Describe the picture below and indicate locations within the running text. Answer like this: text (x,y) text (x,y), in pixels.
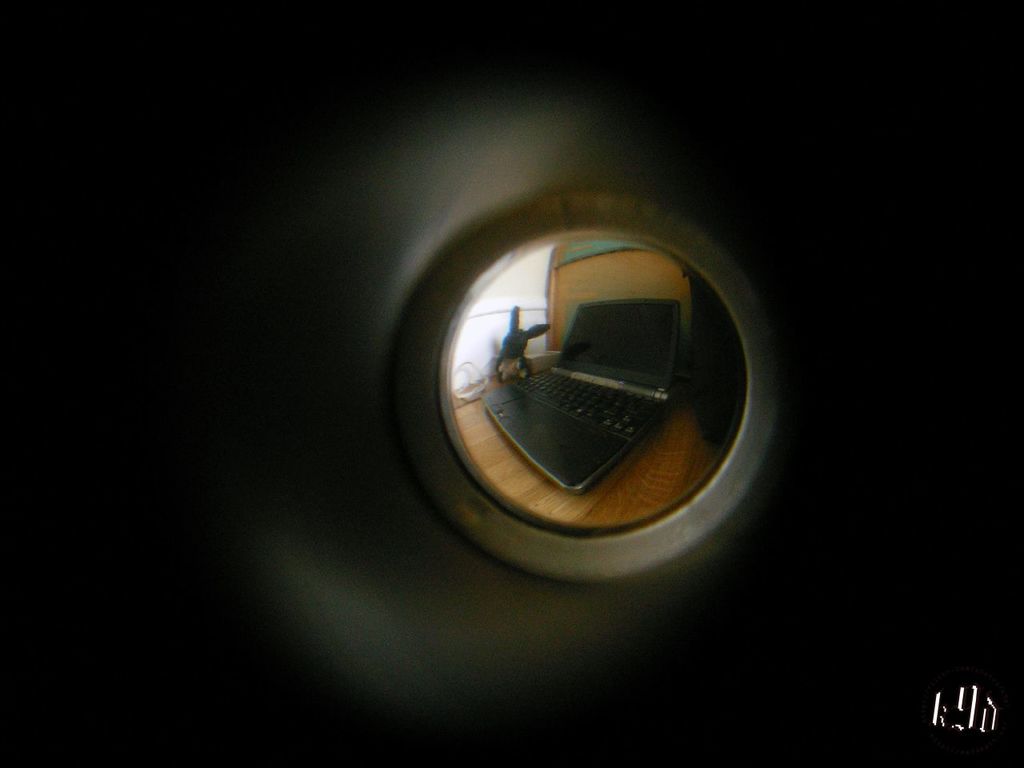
In this picture we can see a laptop (569,388), toy (529,335) on a wooden surface (525,468) and some objects (471,377) and in the background (433,214) it is dark.
